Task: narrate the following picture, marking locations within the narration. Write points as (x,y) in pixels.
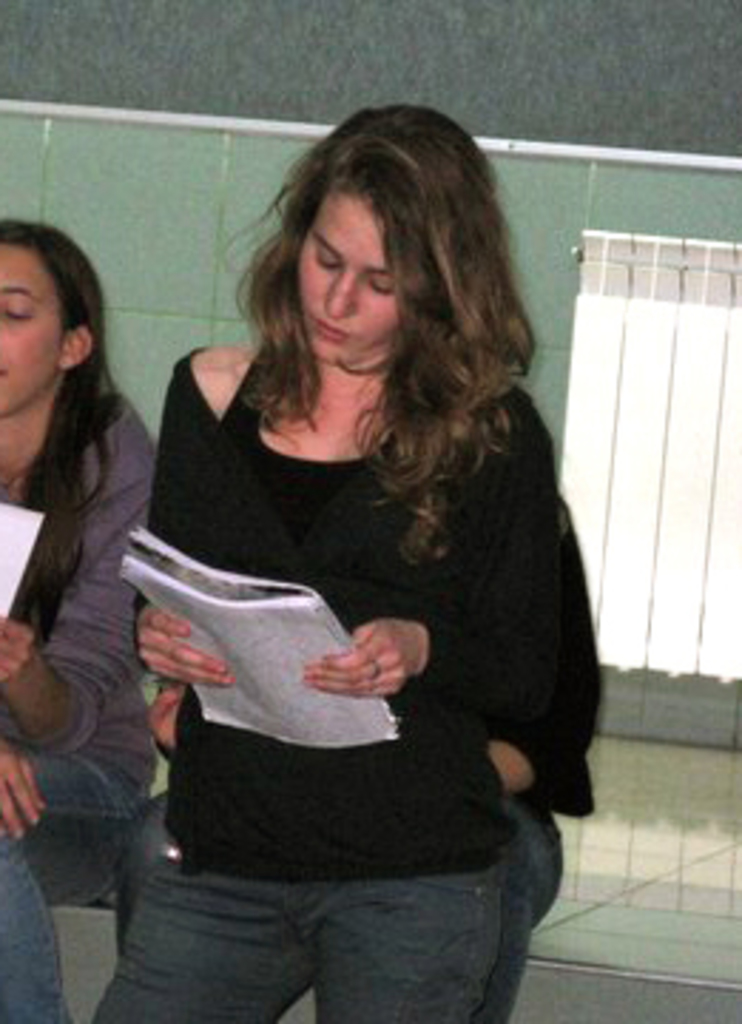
In this image we can see a lady (328,683) holding a book (249,638). In the back (127,424) there are two persons (5,432). Lady (72,587) on the left (35,589) is holding something in the hand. In the background (176,187) there is a wall (536,180) with radiator (674,432).
